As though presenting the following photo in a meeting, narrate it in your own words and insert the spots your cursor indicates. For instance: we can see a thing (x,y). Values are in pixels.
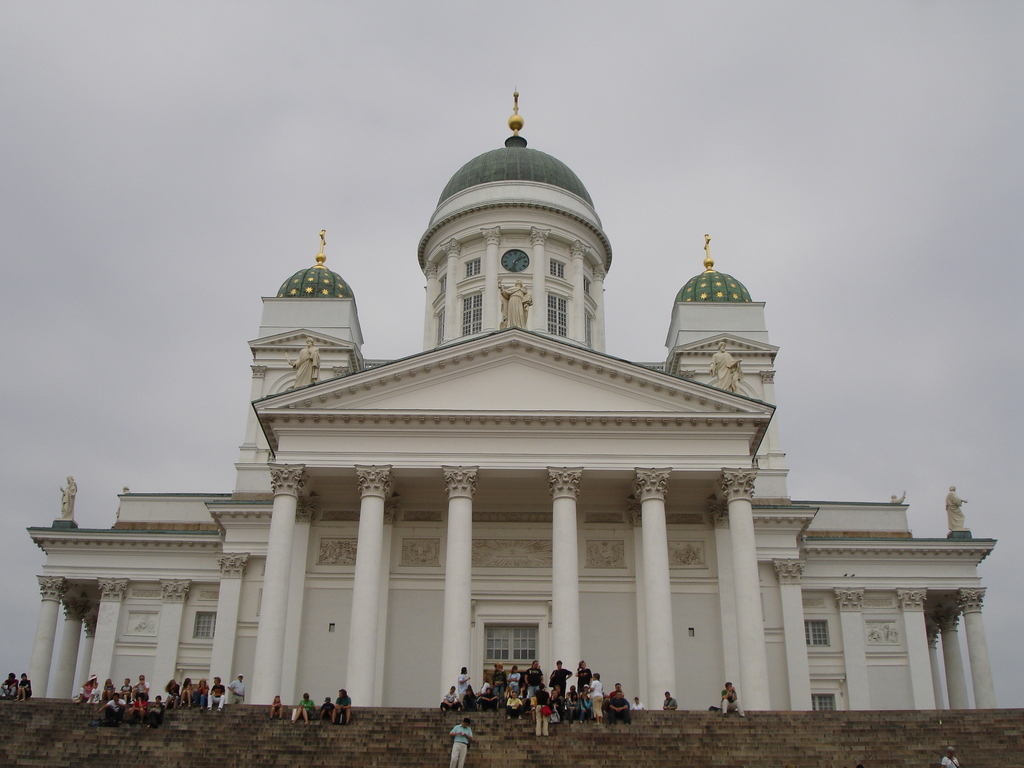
Here in this picture we can see a monumental building (318,414) present over a place and we can see steps (354,715) present and in the middle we can see pillars (110,584) present and we can see a door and windows (491,654) present on the building (669,664) and at the top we can see statues (520,323) present and we can see the sky (843,478) is cloudy and we can see number of people (478,692) sitting and standing on the steps (491,730) over there.
